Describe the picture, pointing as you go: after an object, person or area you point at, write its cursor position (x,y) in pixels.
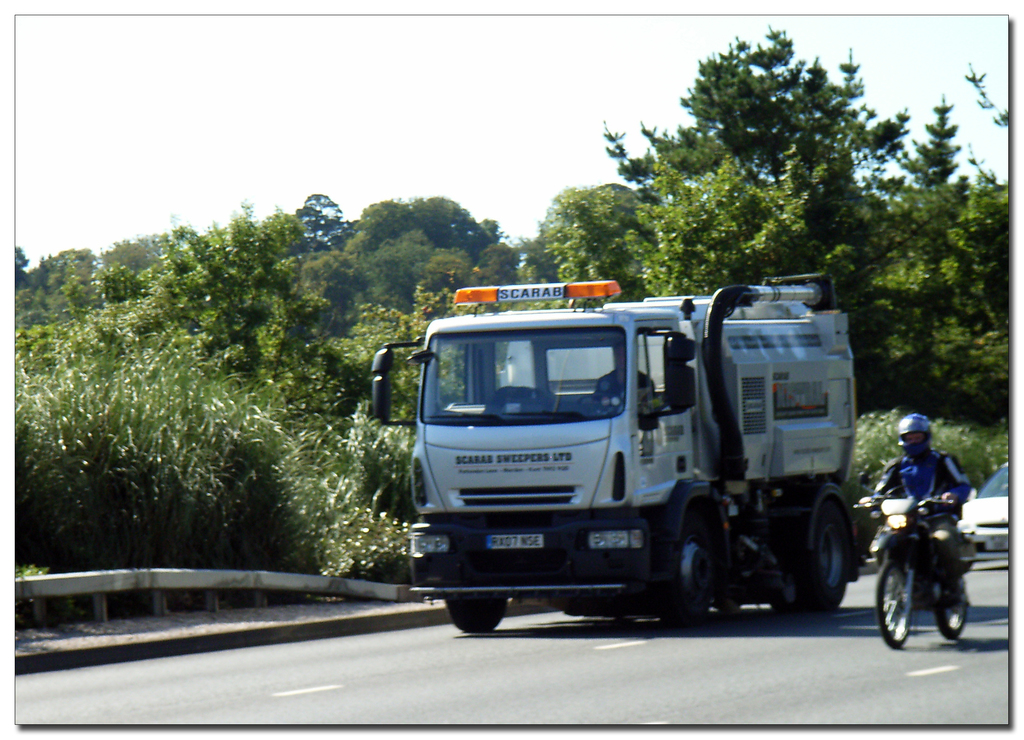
There is a truck (603,490) moving on the road (489,646) and this truck (716,409) is white in color. Beside the truck (822,445) I can see a man (942,469) riding a motor bike (917,567). At the right corner of the image (973,522) I can see a car (988,515). At background of the image (351,311) I can see trees (273,347) and plants (267,486).
